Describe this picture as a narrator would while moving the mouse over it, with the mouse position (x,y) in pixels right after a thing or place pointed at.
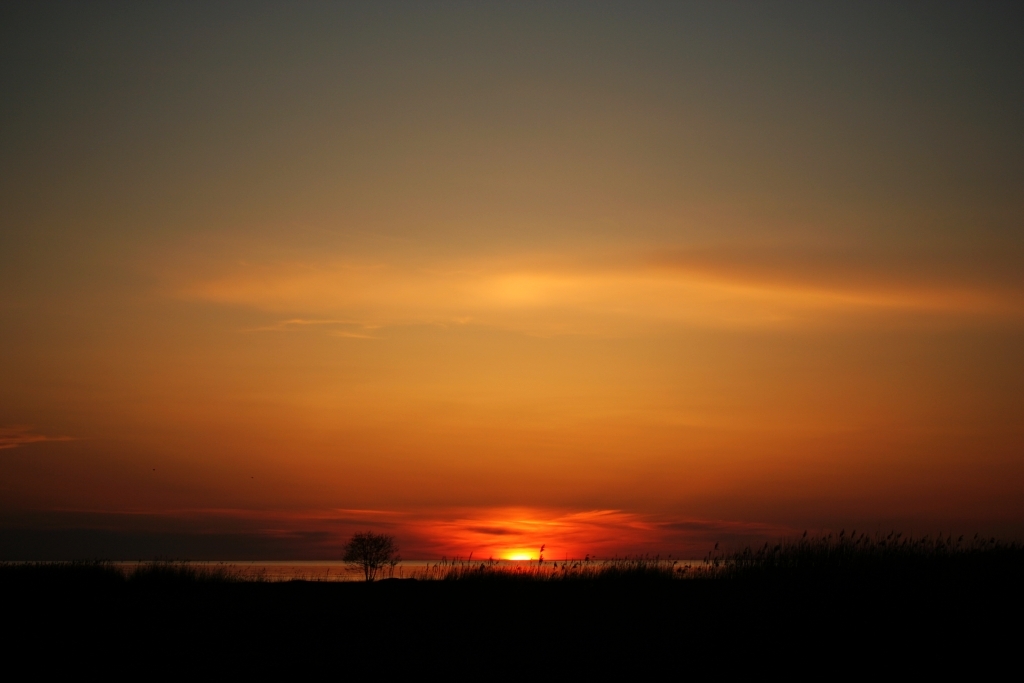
In this image we can see trees (376,541). In the background (316,550) there is sky (612,507).
